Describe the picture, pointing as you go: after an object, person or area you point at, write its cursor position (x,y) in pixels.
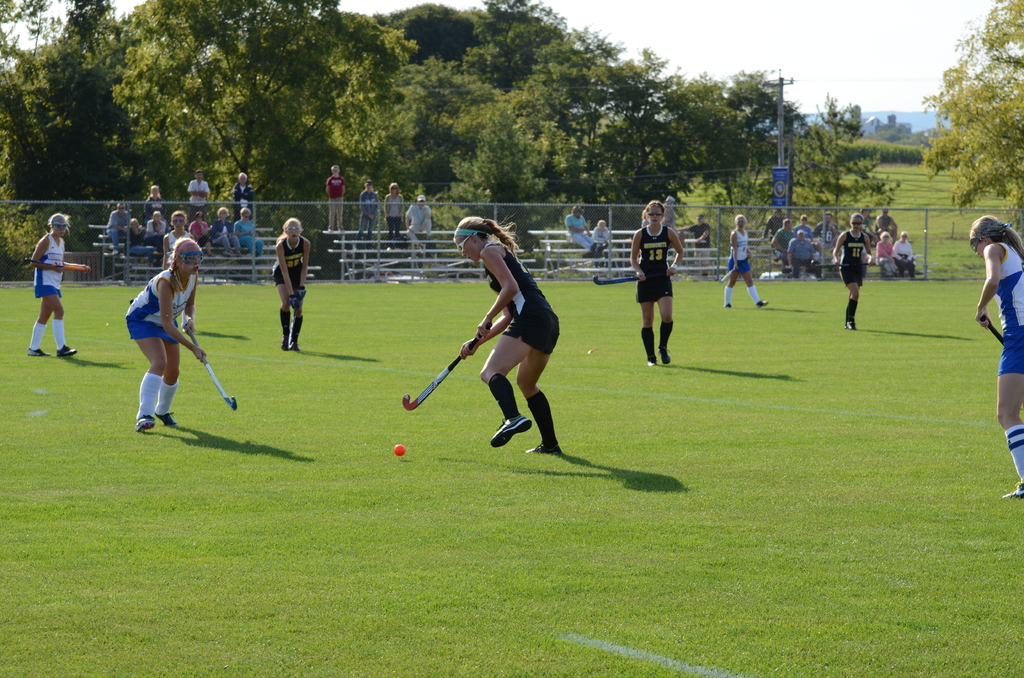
Here we can see two teams of women (511,362) playing hockey on the ground (435,392). In the background (234,243) there are few people (604,248) sitting on the benches (621,258) and few are standing on the bench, fence (255,258), poles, electric pole (779,161), trees (646,163), mountain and sky (54,13).
